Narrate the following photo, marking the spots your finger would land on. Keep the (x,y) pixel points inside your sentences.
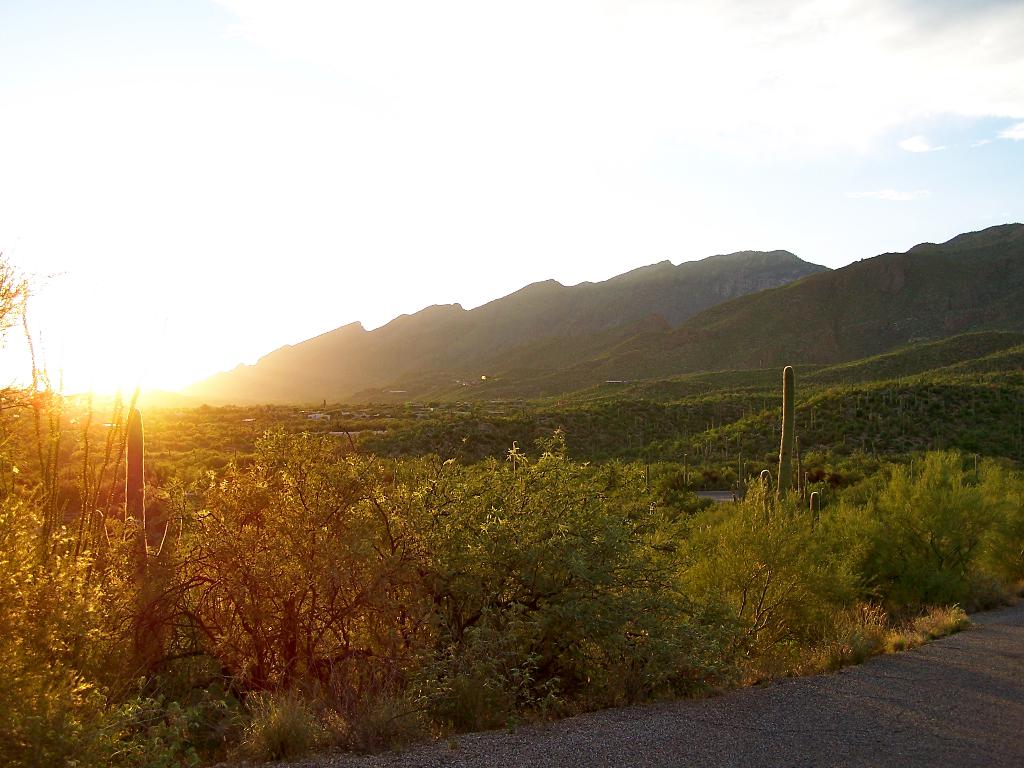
This picture is clicked outside. In the foreground (688,718) we can see the ground (829,722), green grass (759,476), plants (346,515) and some other objects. In the background (580,235) we can see the sky (265,172), hills (616,439) and the sunlight (104,382).
